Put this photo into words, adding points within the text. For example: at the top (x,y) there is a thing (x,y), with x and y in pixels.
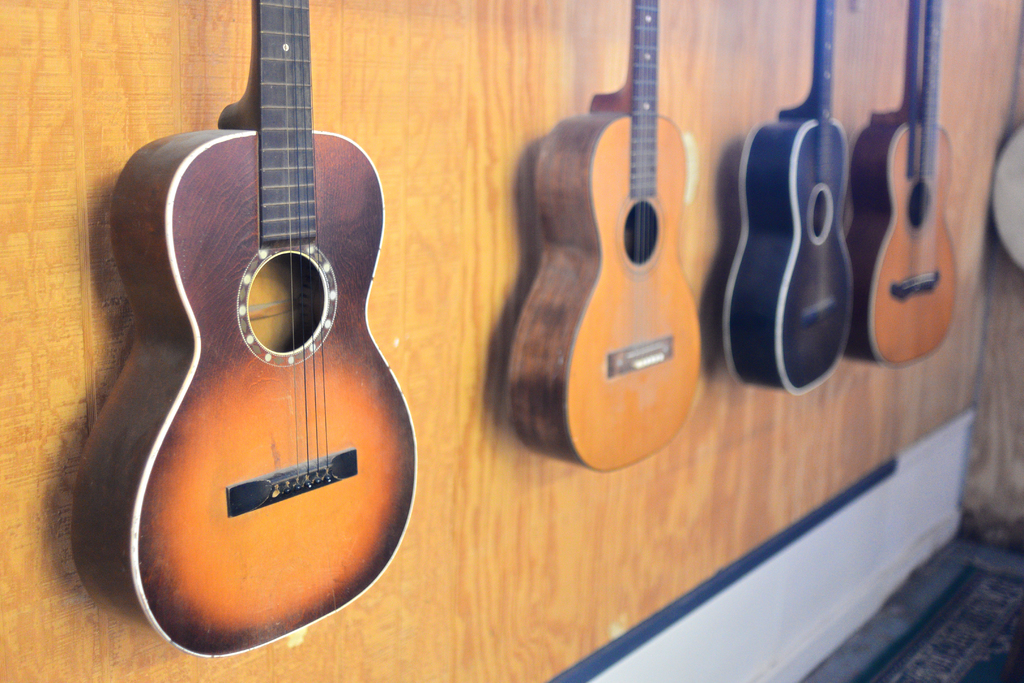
In the center (653,421) we can see the four guitars (882,267) were hanging on the wall (955,158).
